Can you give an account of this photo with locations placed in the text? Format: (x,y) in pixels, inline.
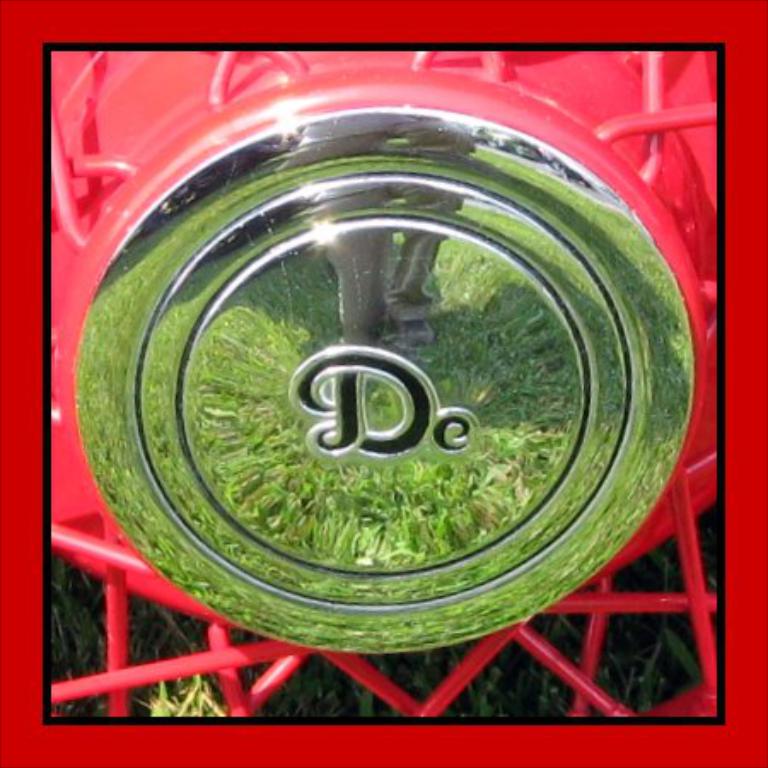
In this image we can see a logo (401,385) and the reflection (359,183) of the people (404,292) and grass (228,455), behind the logo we can see the grass (578,657).
